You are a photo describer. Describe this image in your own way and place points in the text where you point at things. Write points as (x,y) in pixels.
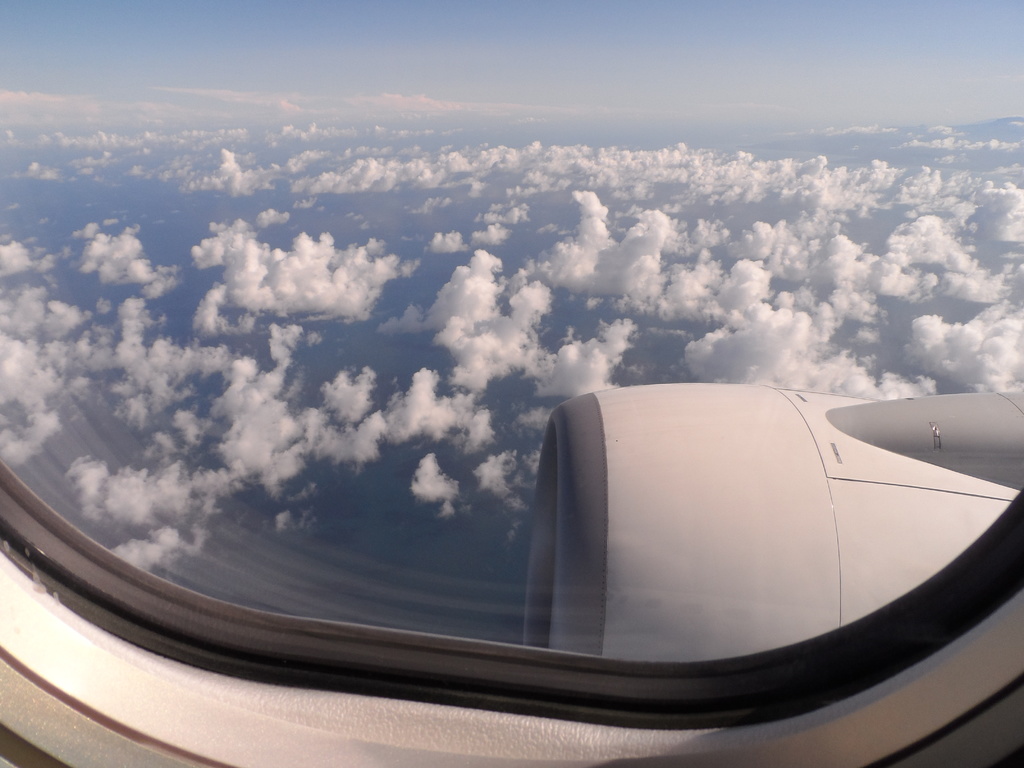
This picture is taken from inside an airplane (12,517), through this glass (2,230), clouds (641,259), engine (559,519) of an airplane (707,561), and the sky (449,80) are visible.
